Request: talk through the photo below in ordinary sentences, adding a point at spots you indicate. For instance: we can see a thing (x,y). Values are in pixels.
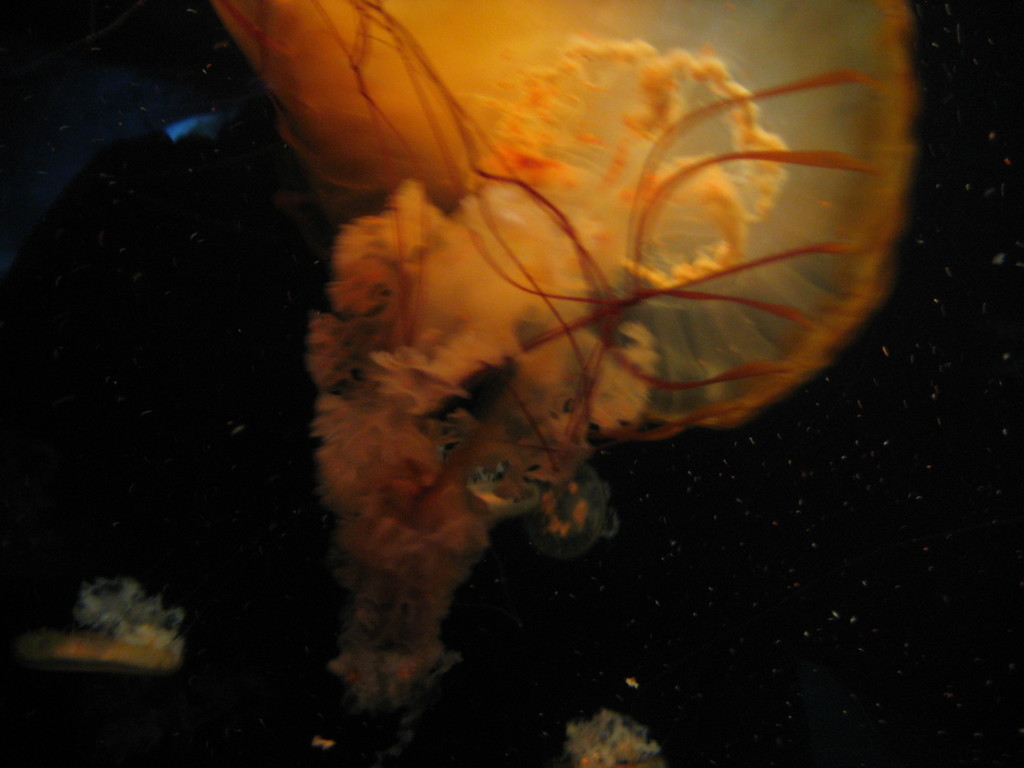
In this image we can see there is a sea creature (470,401) in the water (182,602).
